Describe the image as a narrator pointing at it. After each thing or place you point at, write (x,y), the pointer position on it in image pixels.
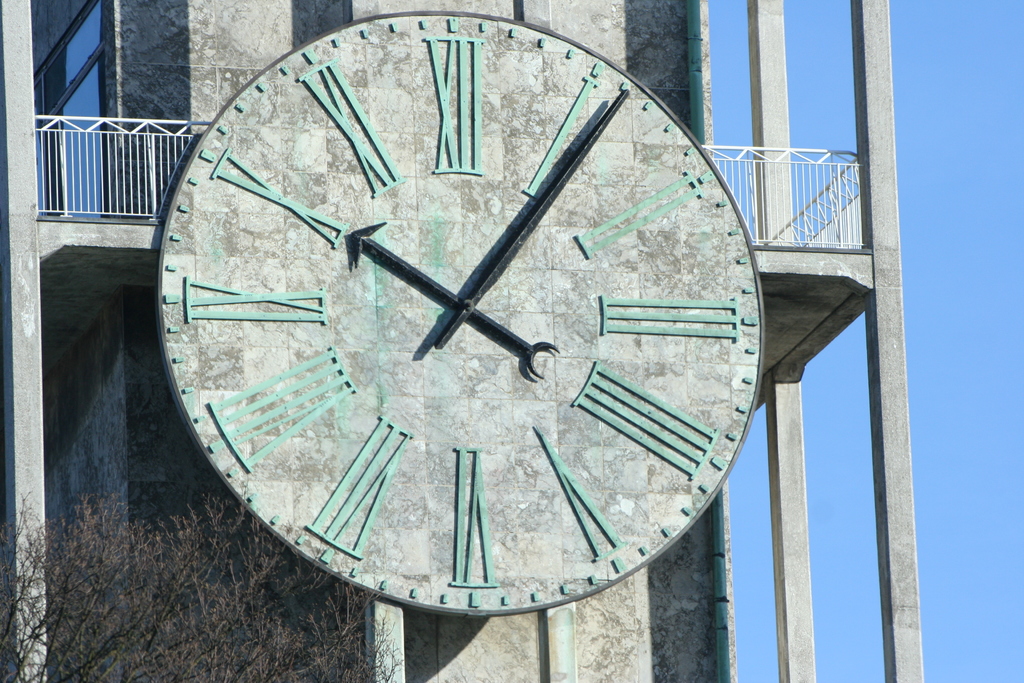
In the image we can see there is a clock (469,309) on the building (43,655) and there is a tree (155,637).
